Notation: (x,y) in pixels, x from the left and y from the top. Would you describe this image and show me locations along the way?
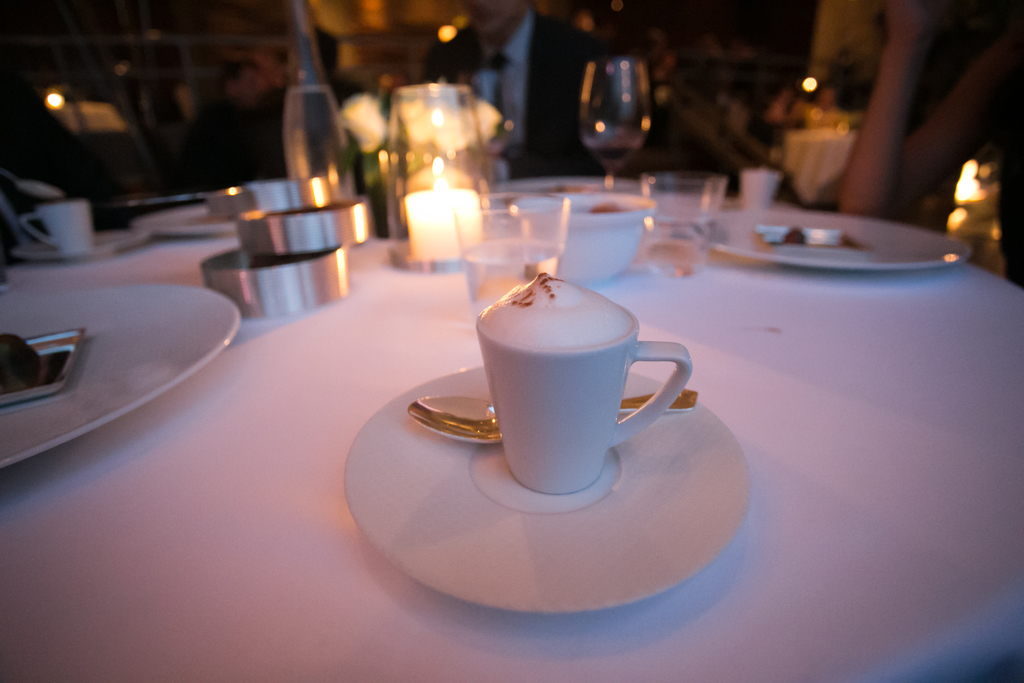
In this here we a white colored table (919,317) on which we have plates (920,256), glasses (699,239) containing water (666,245), bowls (612,234) and at the center (443,235) we have candle (443,225) and also we have tea cups (553,436), saucers (609,567), spoons (469,429) etc. It is like dining table (670,282) and here at background (519,116) we can see a person (512,47), at the right (901,101) also we can see a person (1020,160) and here we have cup (577,407) containing milk (576,343).
